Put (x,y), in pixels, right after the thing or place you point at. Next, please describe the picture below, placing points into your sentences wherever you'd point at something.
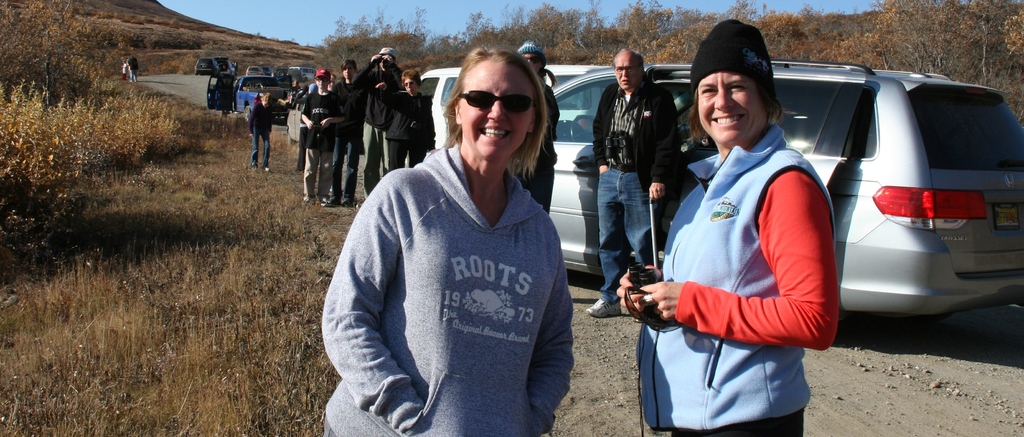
In this picture we can see two women (671,375), they are smiling, one woman (681,377) is holding a camera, at the back of them we can see a group of people (636,222), vehicles (453,80) on the road (613,369), here we can see trees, grass (274,147) and we can see sky (351,11) in the background (343,48).
